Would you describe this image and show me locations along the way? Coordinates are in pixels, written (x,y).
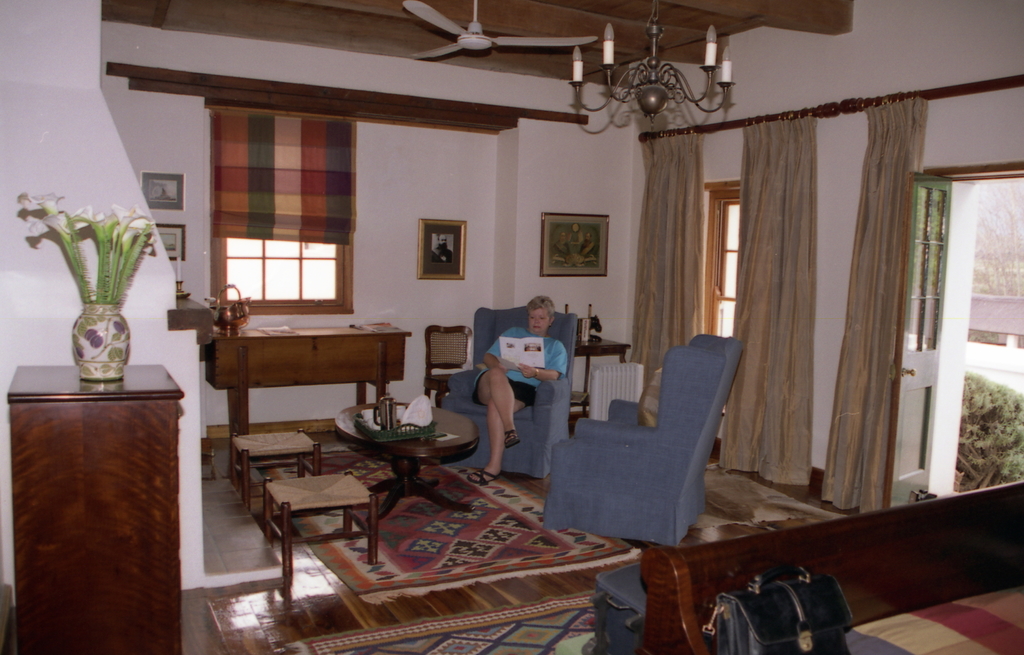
In this image there is woman (517,394) sitting on sofa (510,425) in the middle of the room (721,286). To the right side (754,286) there is curtain (875,322), door (909,313) and the wall (825,211). At the top (570,56) there is fan (525,42) and chandelier (610,79). To the left corner (110,313) there is flower vase (85,324) which is kept on table (32,407). In the middle (441,429) there is teapoy (399,446) and stools (309,487). At the bottom (365,548) there is bag (762,622) and a carpet (504,570) which is kept on floor (523,586).
